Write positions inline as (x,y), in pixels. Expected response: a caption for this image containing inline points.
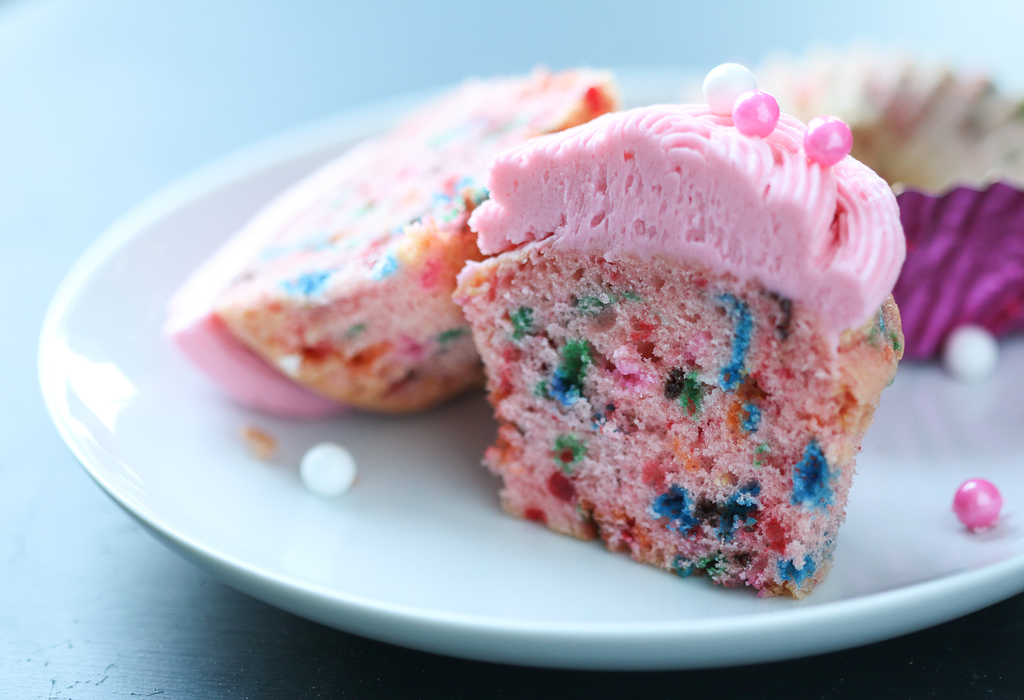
In this image I can see pieces of cake (486,306) in a plate (368,535). This image is taken in a room (944,17).
